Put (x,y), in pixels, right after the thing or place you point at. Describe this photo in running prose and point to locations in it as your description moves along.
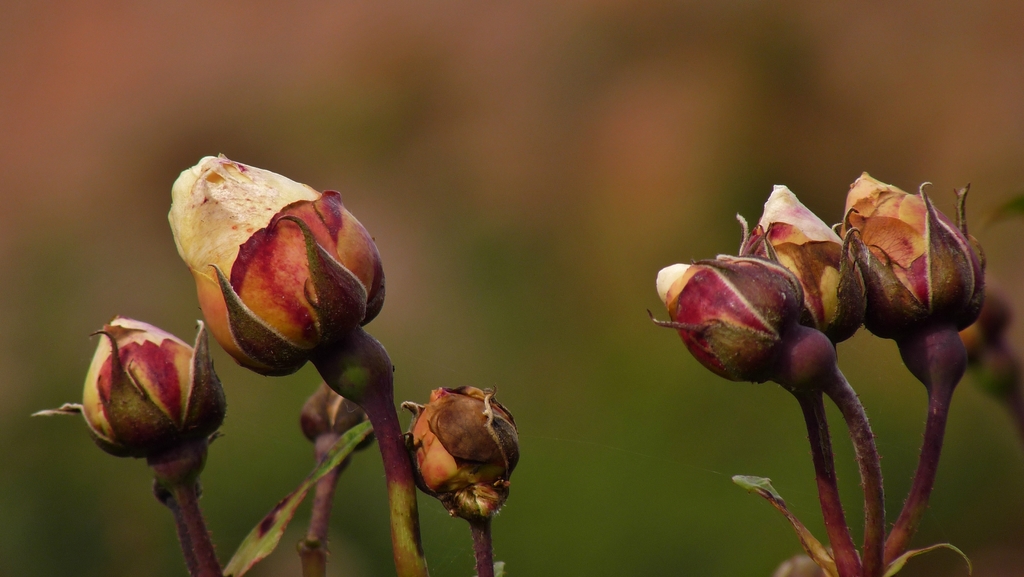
In the center of the image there are flowers buds (852,289).
